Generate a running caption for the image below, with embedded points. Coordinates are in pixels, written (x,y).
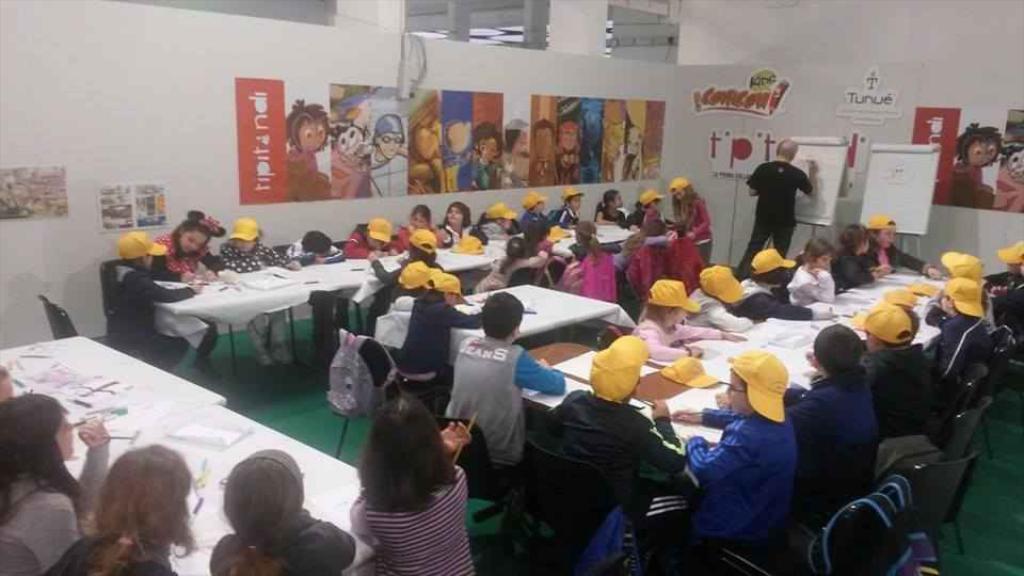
In this picture the group of children (412,237) sitting and studying they have a table (743,333) in front of them, they are some papers (851,295) on the table (671,396) and there's a person (795,154) standing and writing something on the board (825,171) and in the background (388,149) is the wall (225,184) and there are some poster (251,119) pasted.
